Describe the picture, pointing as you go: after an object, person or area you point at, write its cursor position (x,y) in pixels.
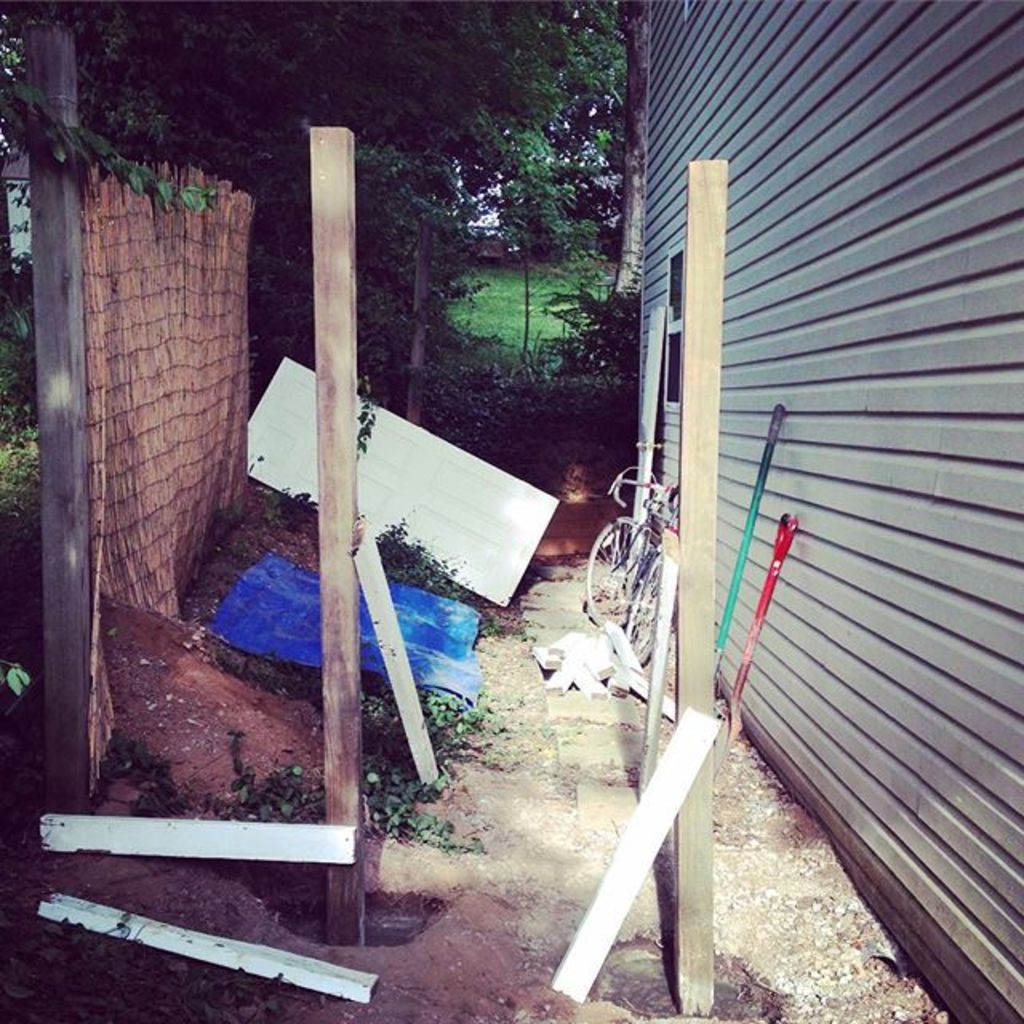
In this image, I can see a bicycle (626,546). These are the wooden poles (324,244). This looks like a wall (1018,291). I can see the trees (446,180) and the plants (452,589).
